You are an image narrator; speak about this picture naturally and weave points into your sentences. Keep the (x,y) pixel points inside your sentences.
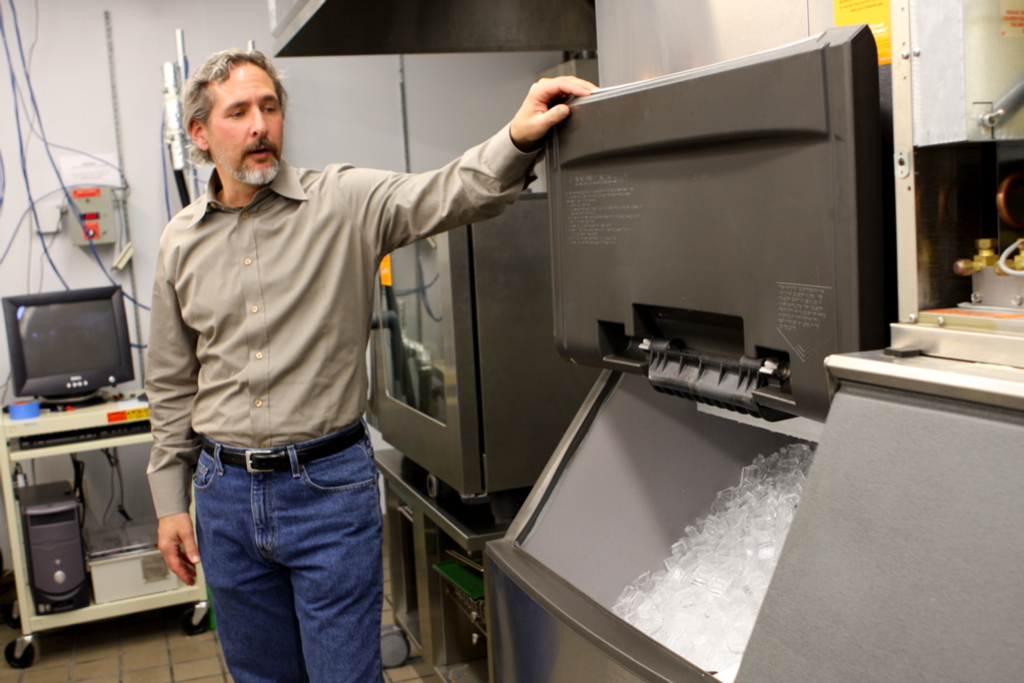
In this picture we can see a person (288,499), here we can see monitors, CPU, wall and some objects (432,547).
